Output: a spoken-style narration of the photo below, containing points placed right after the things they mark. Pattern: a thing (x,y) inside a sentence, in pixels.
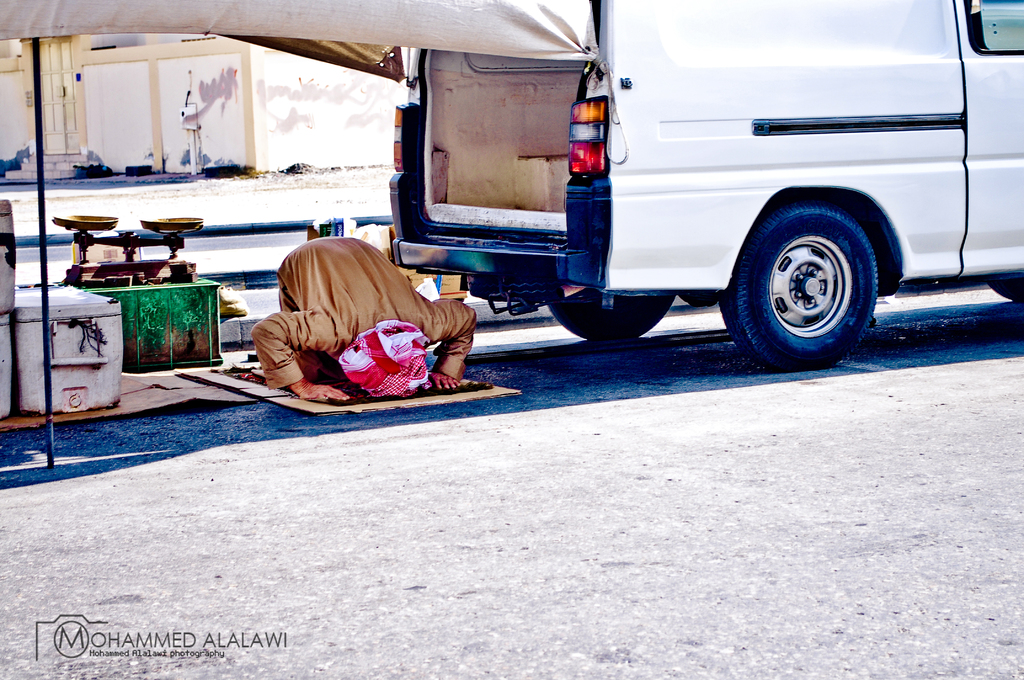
In the center of the image (662,289) there is a vehicle (639,221) and person (409,329) and some objects (32,370) on the road (588,506). In the background (133,147) we can see building (222,137) and road (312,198).
